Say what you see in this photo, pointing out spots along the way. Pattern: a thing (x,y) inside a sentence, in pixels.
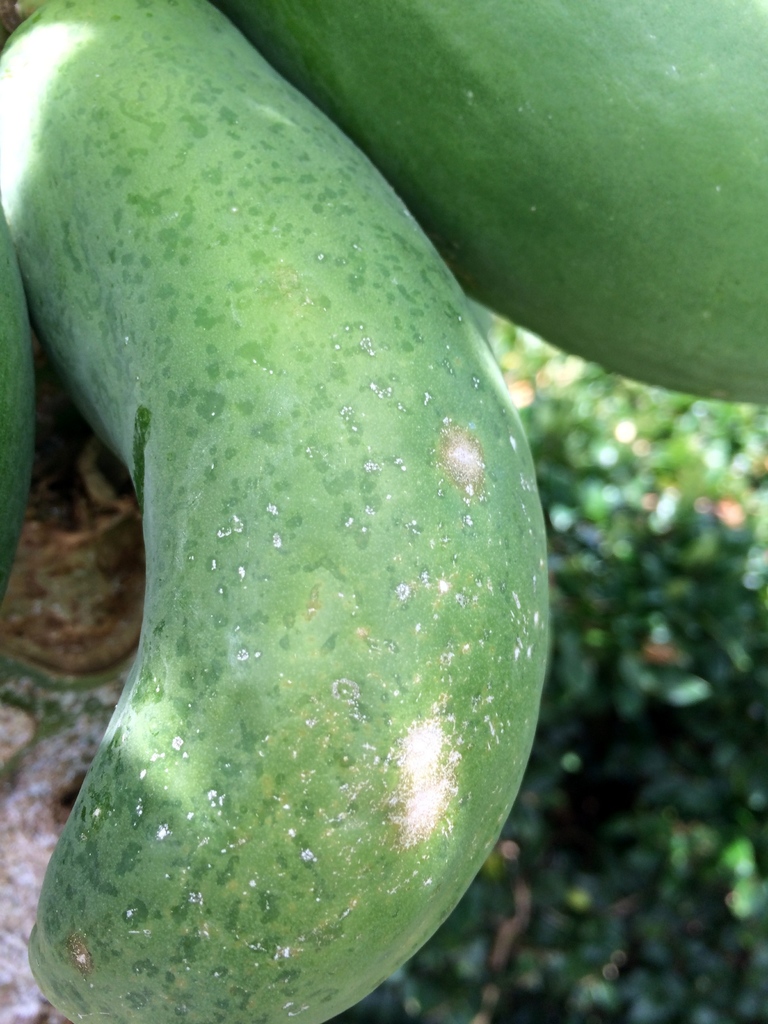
In this picture there are few fruits (390,462) which are in green color and there is a plant (642,668) in the background (631,659).
